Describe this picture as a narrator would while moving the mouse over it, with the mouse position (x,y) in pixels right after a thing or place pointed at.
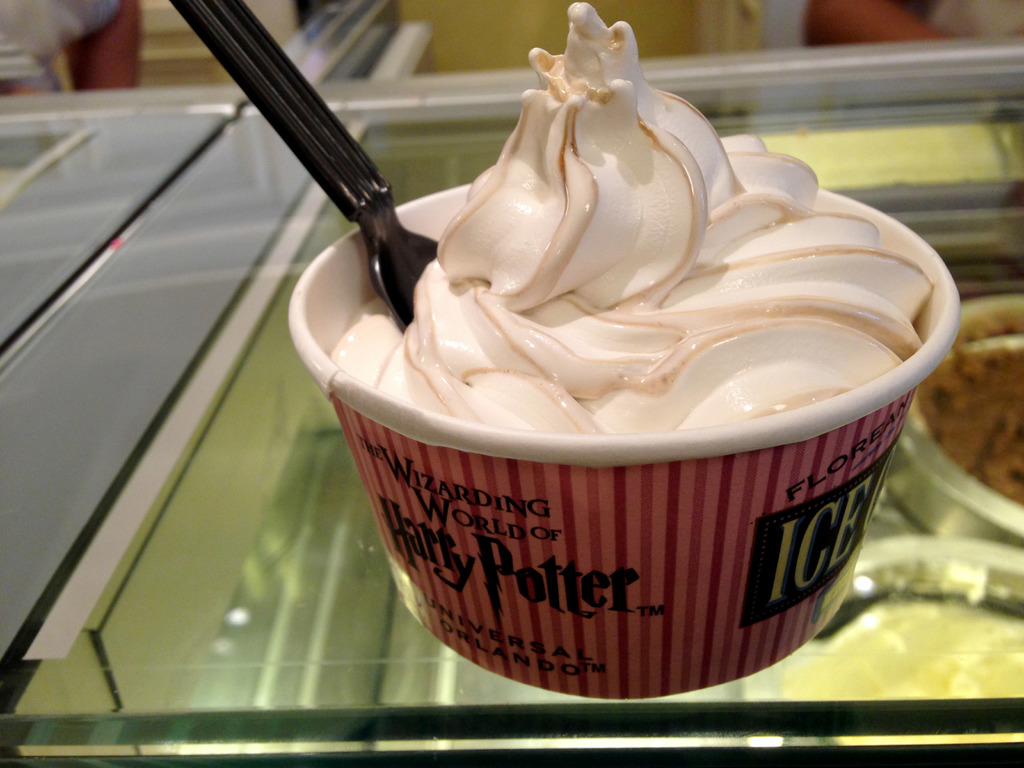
In this image there is a glass (27,237), on that glass (3,473) there is a cup (295,330), in that cup (443,578) there is ice cream (487,350) and a spoon (349,185).
